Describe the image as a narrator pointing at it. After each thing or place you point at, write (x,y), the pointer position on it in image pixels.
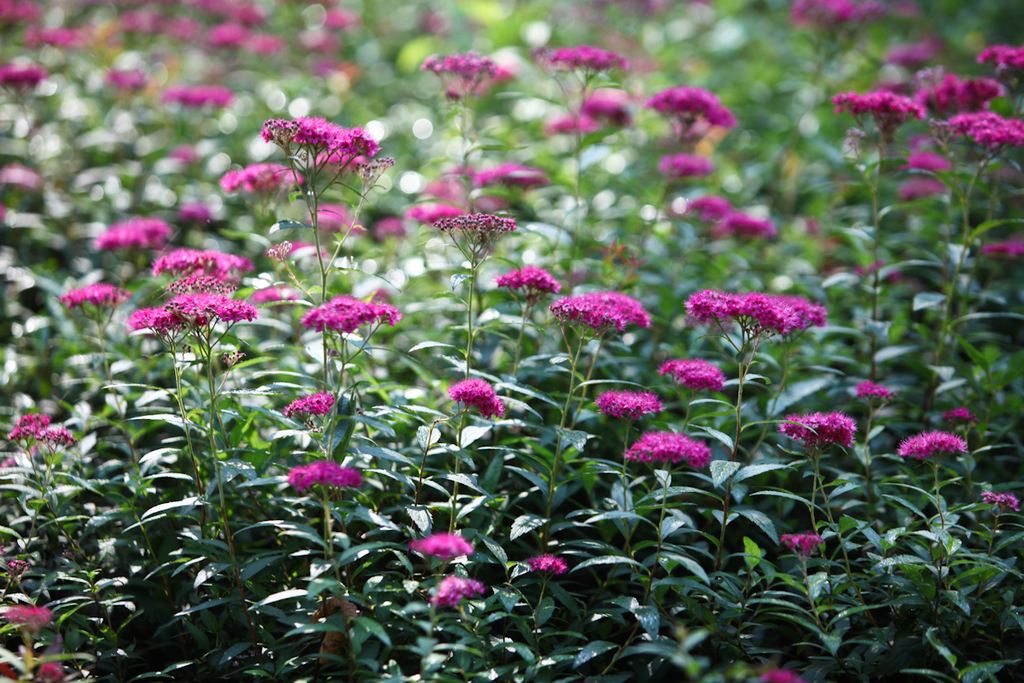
In this picture we can see flowers (268,124) and plants (592,393).
